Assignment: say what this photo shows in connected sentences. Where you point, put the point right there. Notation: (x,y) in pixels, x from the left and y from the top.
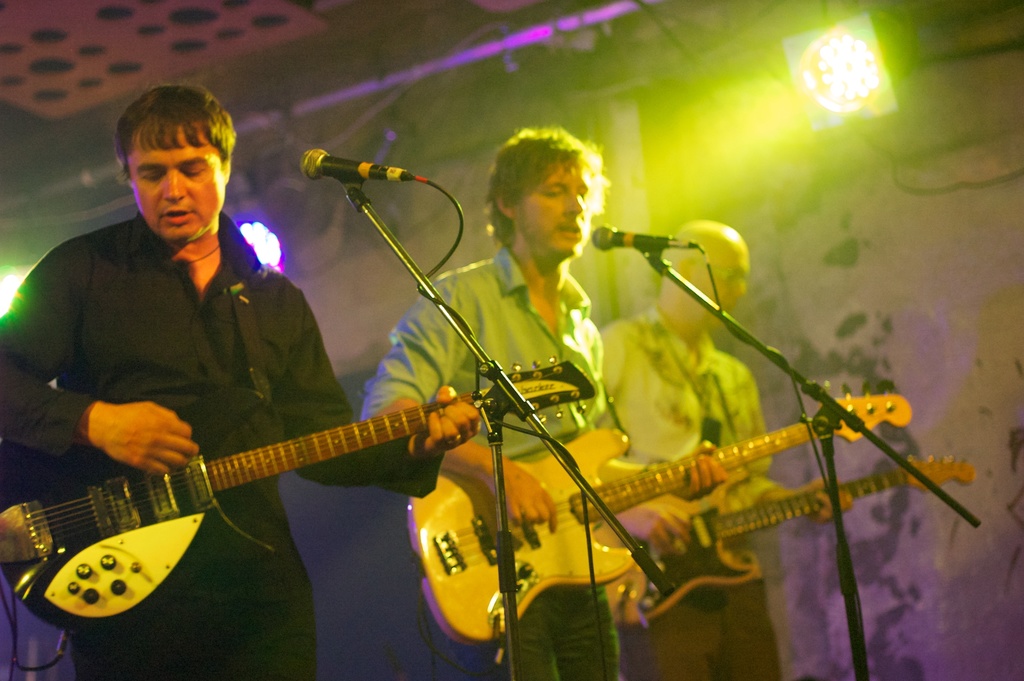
This is a picture taken on a stage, there are three persons (742,471) holding a music instrument (459,569) and singing a song in front of these people (496,283) there are microphones (628,238) with stands (832,428). Behind the people (329,410) there is a wall (763,168) with colorful lights (838,72).
